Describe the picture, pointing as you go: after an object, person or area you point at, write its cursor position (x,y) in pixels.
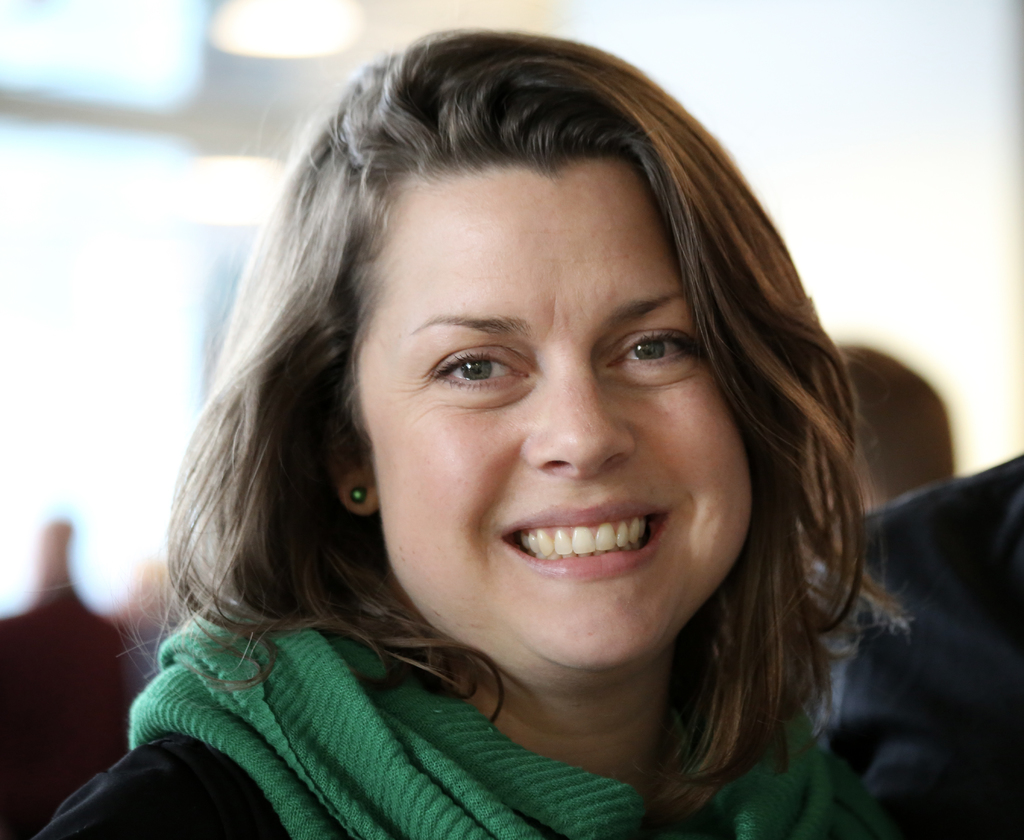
In this image we can see a few people (447,315), in the background (236,32) we can see some lights (263,10) and the wall (823,100).
